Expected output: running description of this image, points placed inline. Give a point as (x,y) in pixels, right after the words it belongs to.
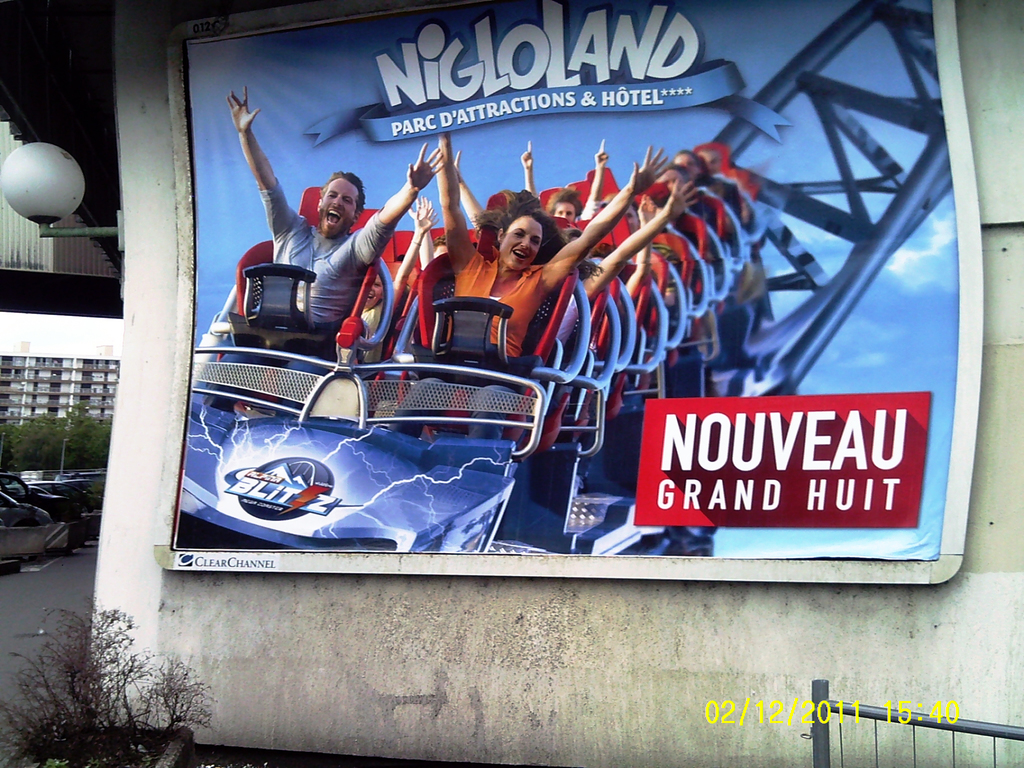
In this picture we can see a poster (641,341) on the wall (1009,543), in the background (20,404) we can find a light (15,193), few vehicles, trees (69,459) and buildings (77,390), at the right bottom of the image (863,714) we can see few metal rods (876,713) and timestamp (866,705).
